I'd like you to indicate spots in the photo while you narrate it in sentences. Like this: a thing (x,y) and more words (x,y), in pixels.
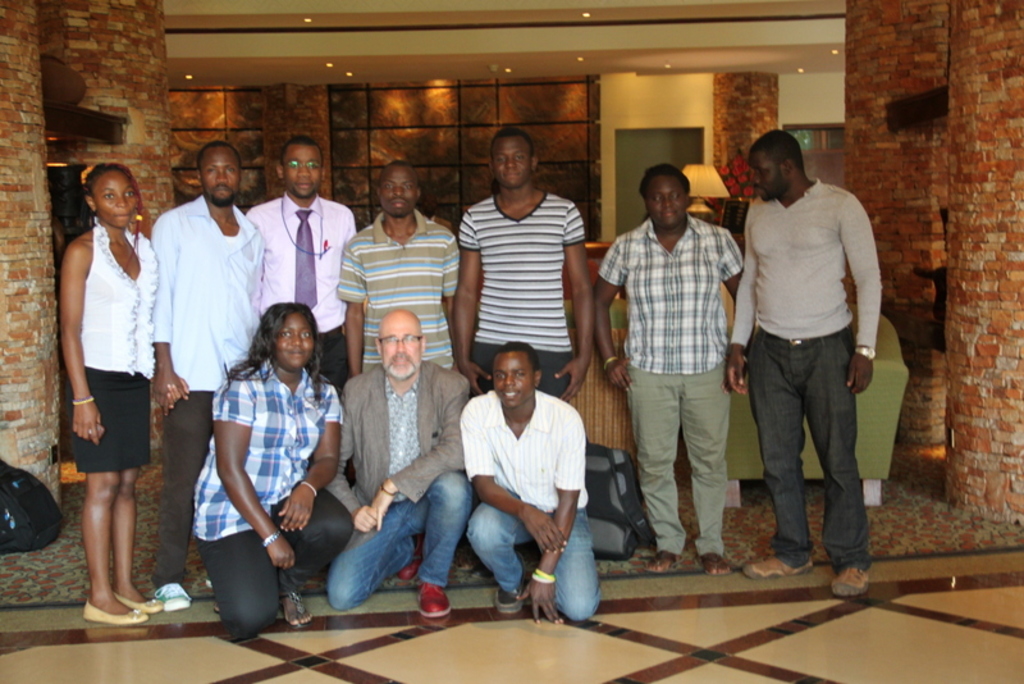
In this image, we can see some people (438,351) standing and some people (276,430) are sitting, there are some pillars (1000,150) and there is a floor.
